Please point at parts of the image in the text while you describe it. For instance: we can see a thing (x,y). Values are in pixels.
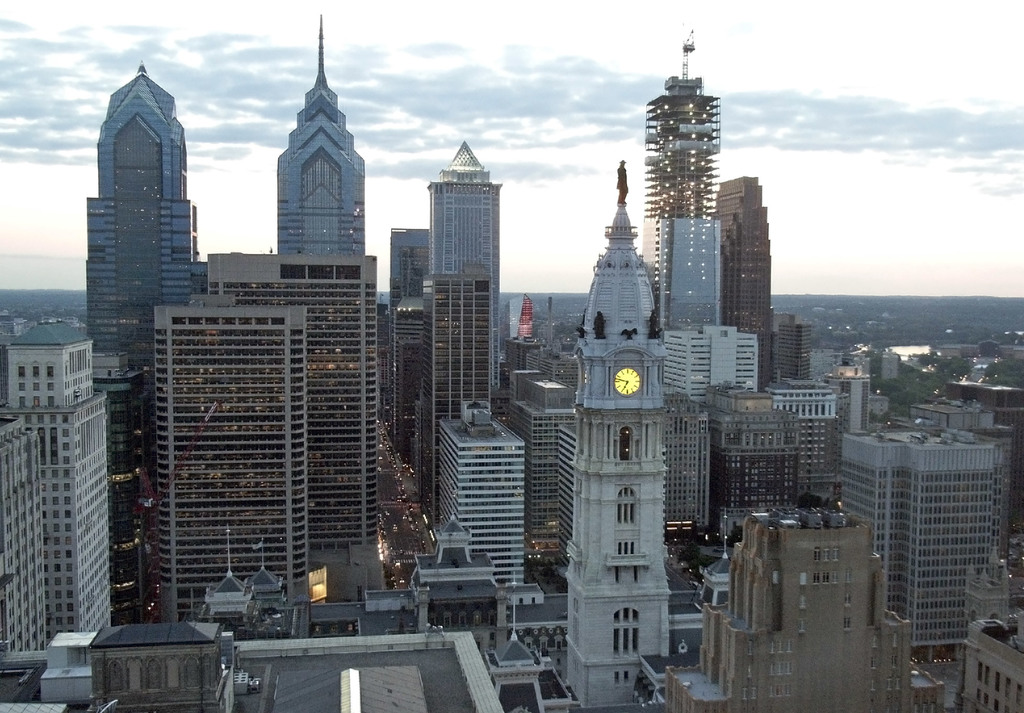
In this image, we can see some buildings (247,537) and at the top (912,61) there is a sky (800,221) which is cloudy.
